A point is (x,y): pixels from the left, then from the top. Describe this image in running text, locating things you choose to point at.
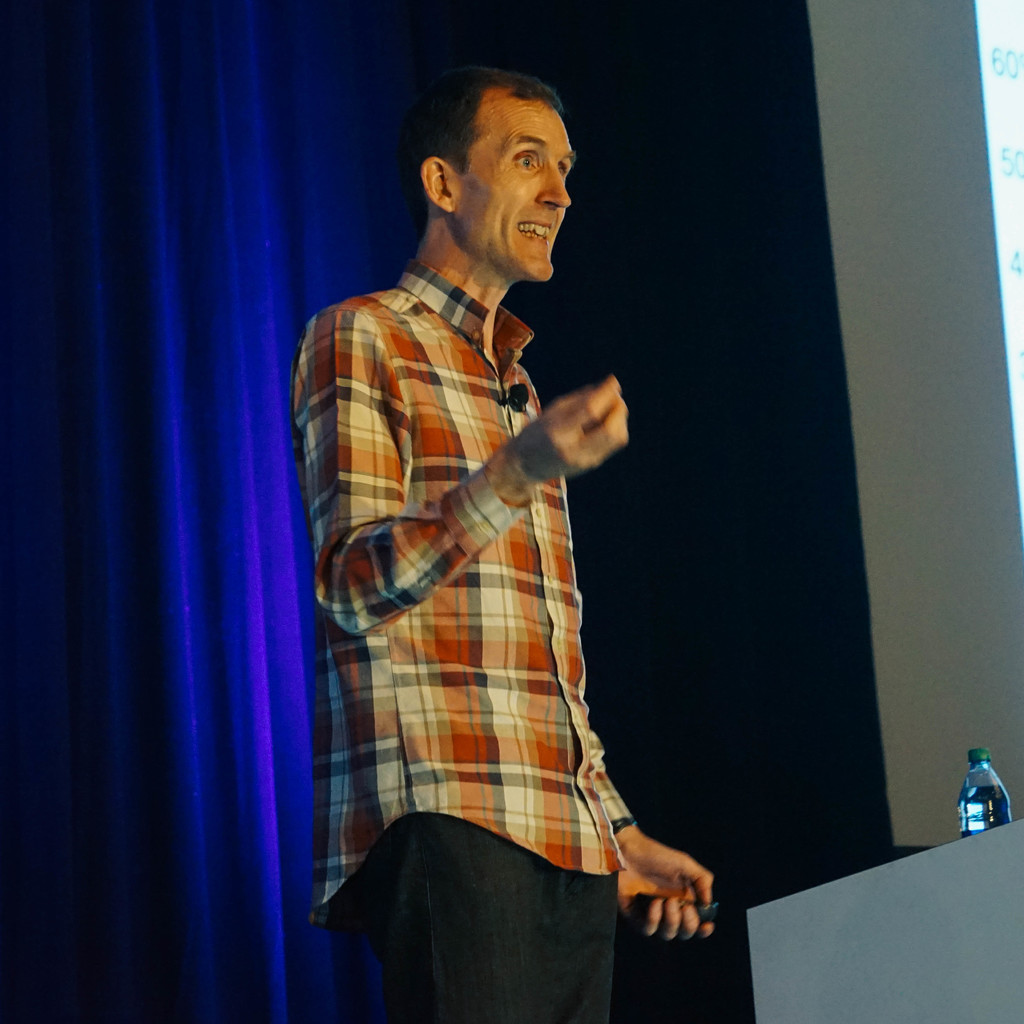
In the image we can see there is a man (506,730) standing and he is holding remote (699,908) in his hand (669,912). There is a water bottle (985,818) kept on the table (988,931) and behind there is a curtain (196,544).
